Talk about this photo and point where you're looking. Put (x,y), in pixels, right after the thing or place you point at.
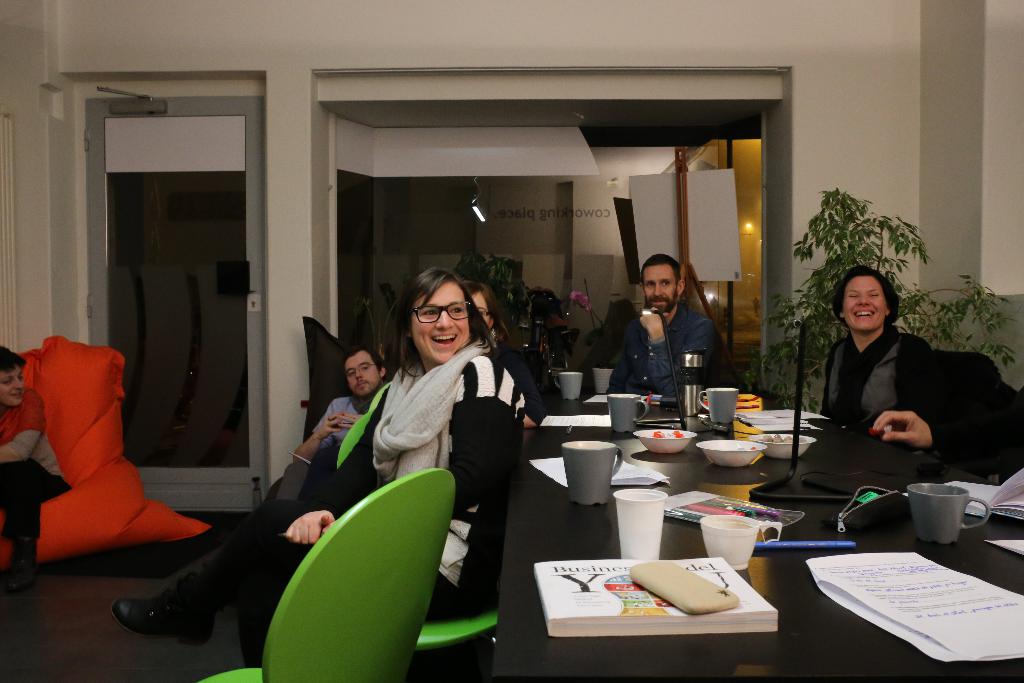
In the image we can see there are people (443,457) who are sitting on chair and on table (611,655) there are papers (908,566), book (657,607), mobile phone (700,592), cup (583,477), glass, bowl (672,435) in which there are food items (681,432) and a flask (687,369). At the back (842,264) there are plants (833,235) and a banner (717,205) which is on stand (679,208) and a woman (16,443) is sitting on chair (79,499).
